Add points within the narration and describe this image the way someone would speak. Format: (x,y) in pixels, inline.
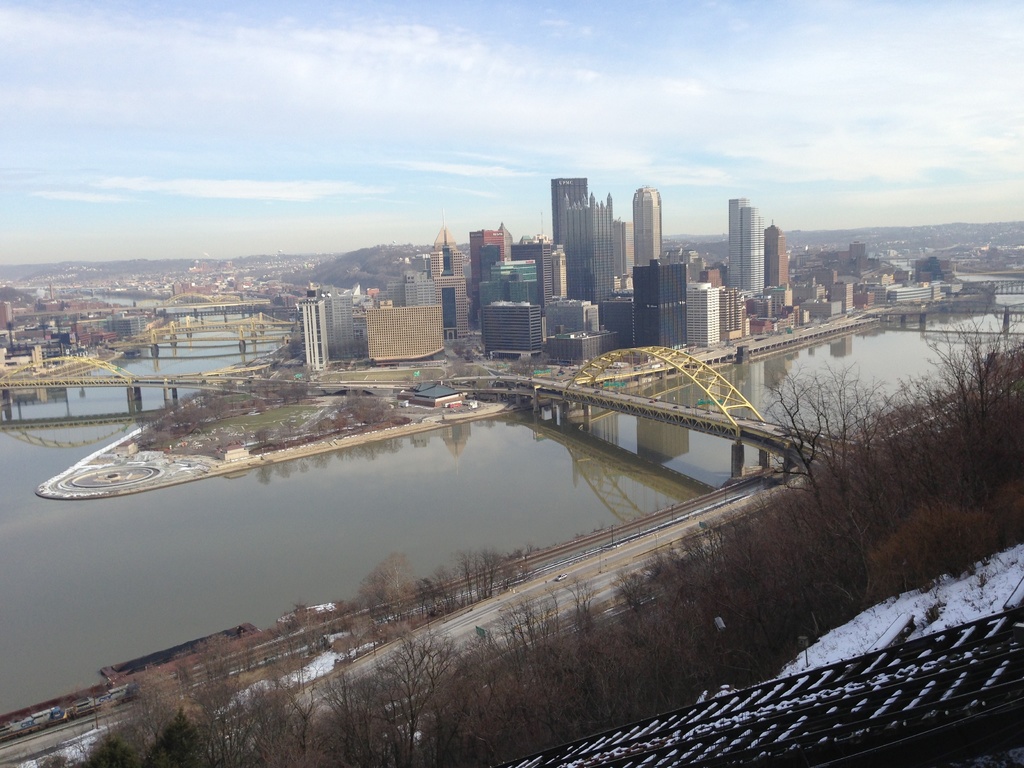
This is an outside view. In the bottom right (858,591) there are some plants (866,574). At the bottom (421,639) there is a road (612,555). In the middle of the image (390,496) there is a river (347,505) and also I can see many buildings (306,314). At the top of the image (390,105) I can see the sky (406,87) and clouds (494,108). On the left side (95,380) there are some more bridges (110,377).
